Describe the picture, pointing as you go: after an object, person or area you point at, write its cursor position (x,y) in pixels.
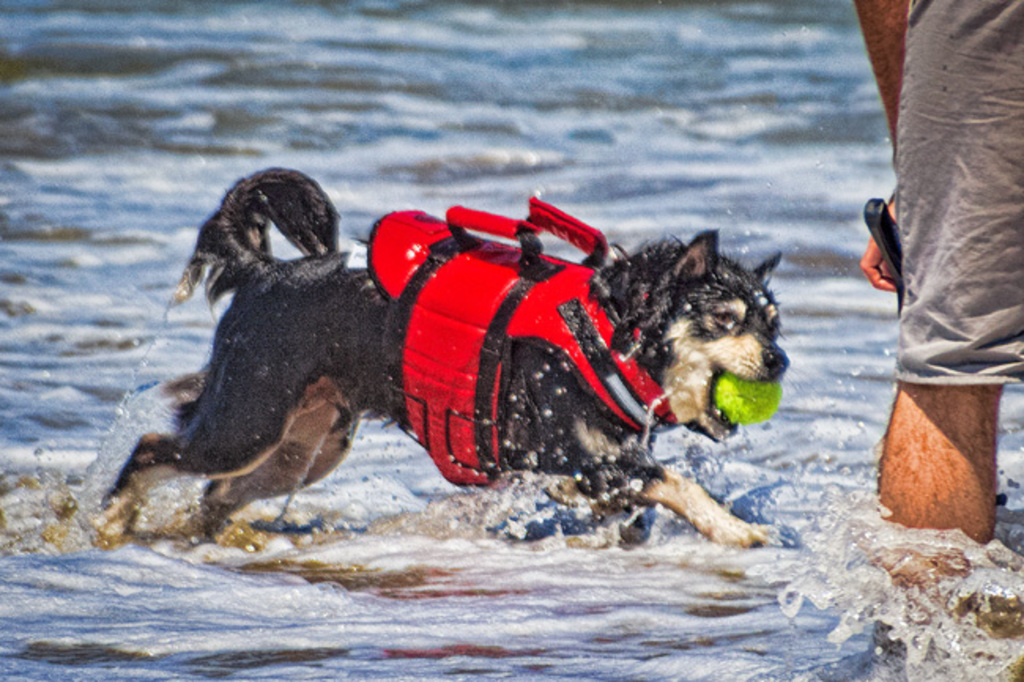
In the picture I can see a person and a dog (359,401) in the water (365,465). The dog (510,427) is holding the green color ball (731,412) in the mouth (722,421). The dog (517,415) is wearing red color object (499,380). In the background (530,95) I can see the water (460,140).
